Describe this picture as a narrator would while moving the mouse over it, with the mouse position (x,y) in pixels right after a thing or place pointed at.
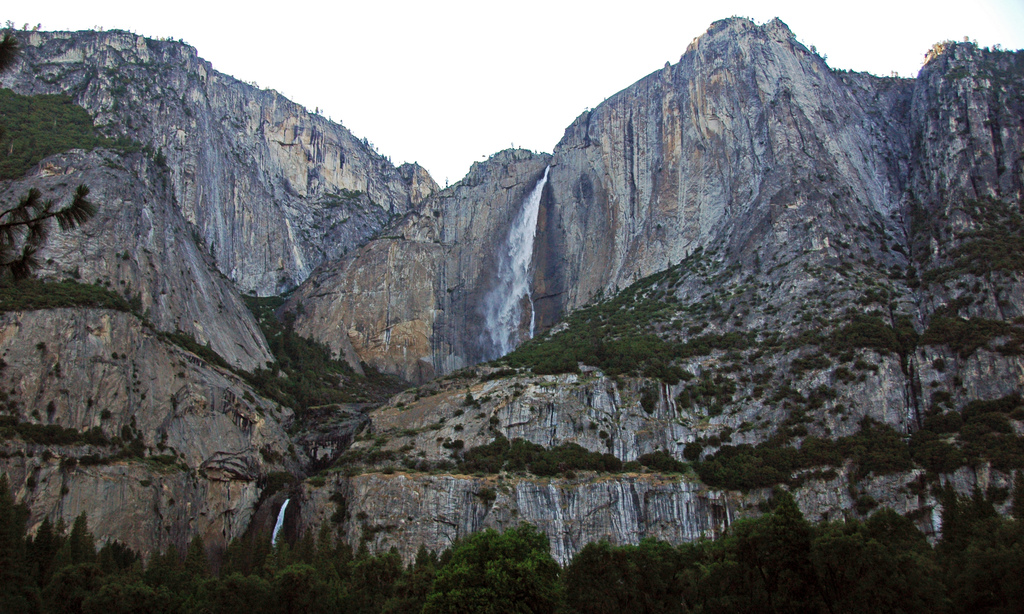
In this image we can see a mountain (463,259) on which we can see the waterfall (537,188). There are group of trees (744,476) and plants (636,351). At the top (446,67) we can see the sky (466,132).
